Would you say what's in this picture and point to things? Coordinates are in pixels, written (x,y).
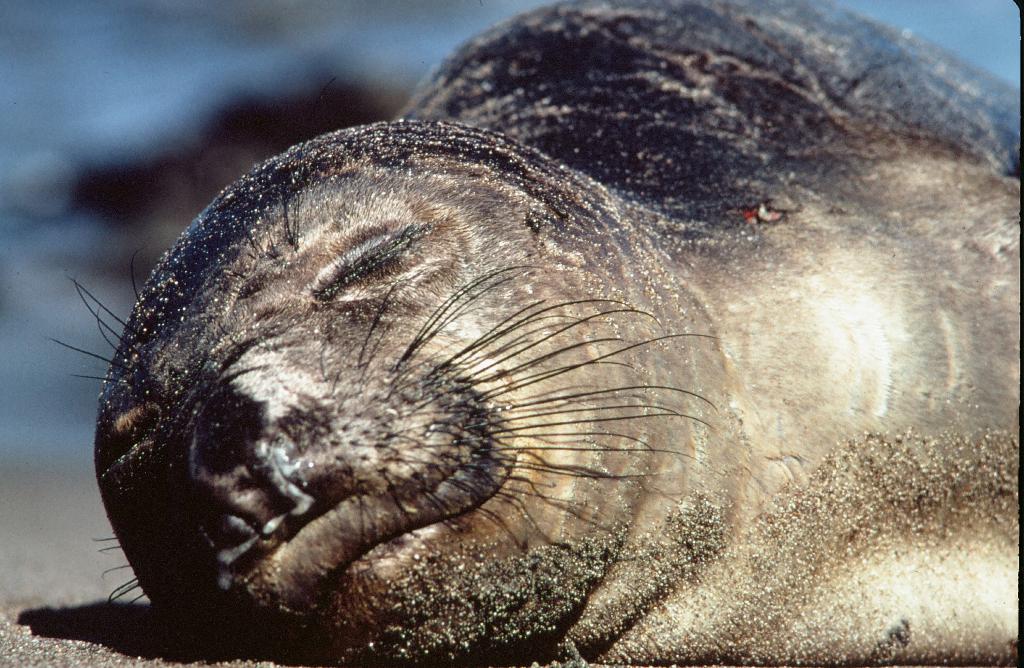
This image consists of a seal (728,419) sleeping on the ground (125,624). At the bottom (85,587), there is sand (55,513).
